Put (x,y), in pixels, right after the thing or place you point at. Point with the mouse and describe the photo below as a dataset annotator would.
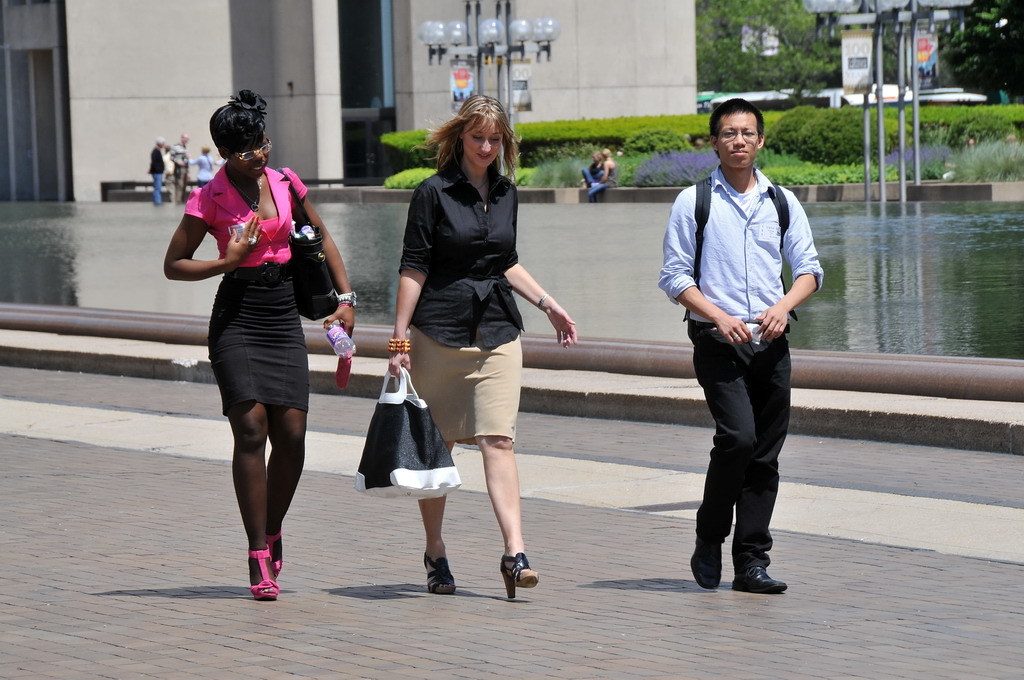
In this image we can see three persons (427,278) walking. They are having bags (314,266). And one lady (335,267) is wearing watch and specs (241,159). Also holding a bottle (335,340). There are light poles (915,99), trees (727,72), bushes (627,136) and a building (665,44). Also there are few people (596,158).
